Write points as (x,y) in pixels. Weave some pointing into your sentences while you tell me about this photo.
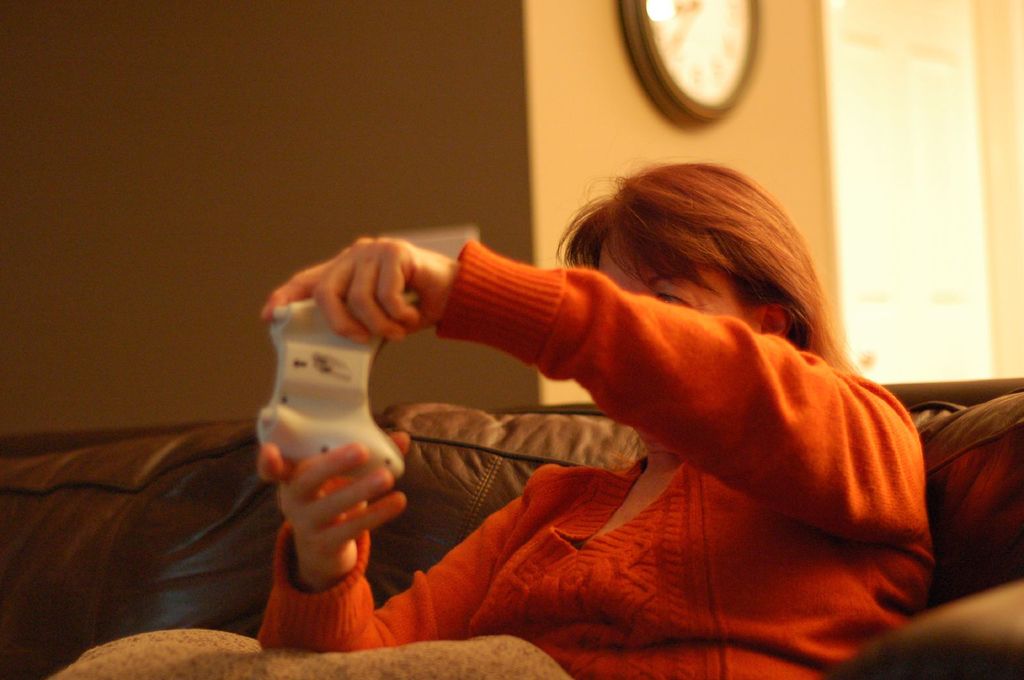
As we can see in the image there is wall (551,46), clock (667,21), a woman (688,223) wearing red color dress (543,539) and sitting on sofa (251,474).
